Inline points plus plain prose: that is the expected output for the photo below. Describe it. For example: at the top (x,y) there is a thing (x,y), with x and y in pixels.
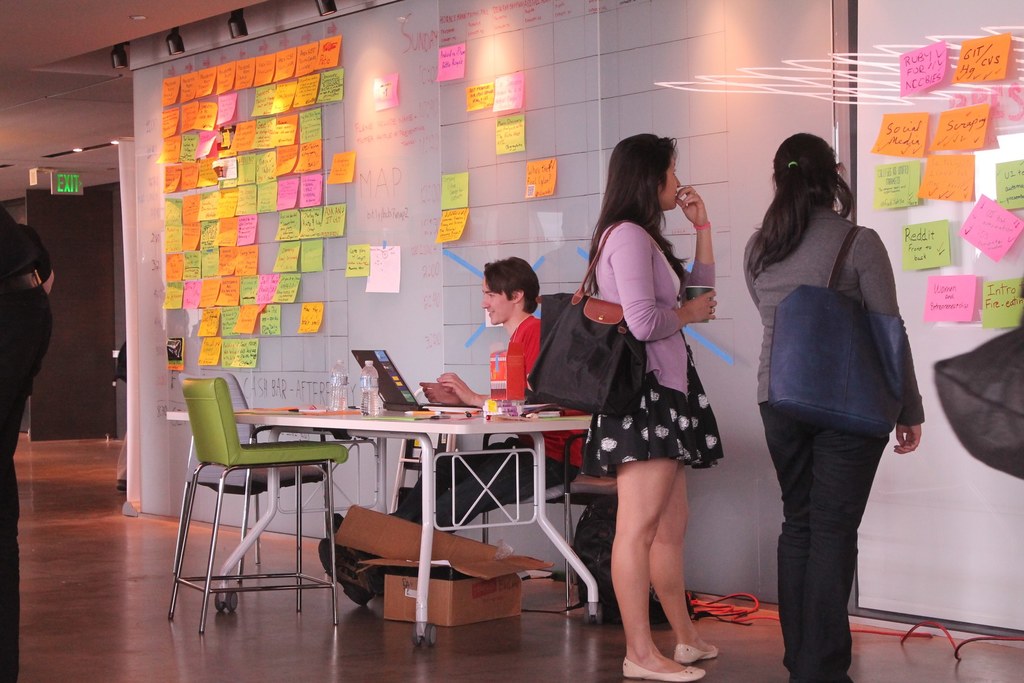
In this picture i could see a person (525,463) sitting on the chair (576,485) near the table (394,426) and two other ladies (674,351) standing near the bulletin board (871,192). The floor (93,539) is brown in color.
